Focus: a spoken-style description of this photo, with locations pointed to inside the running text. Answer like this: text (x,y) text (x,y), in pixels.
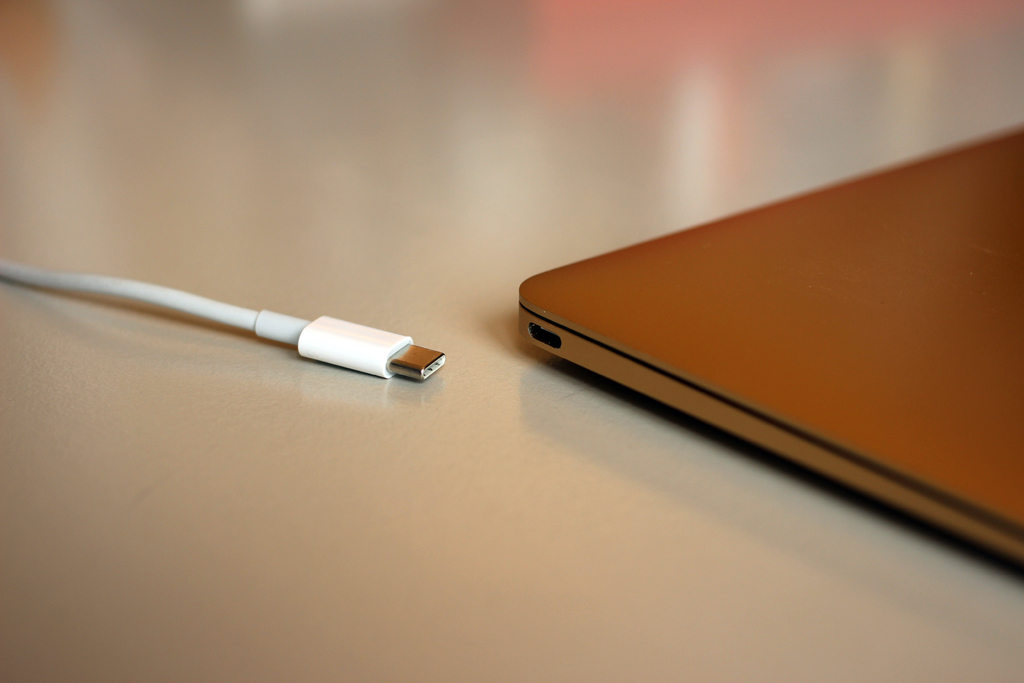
In this image I can see an electronic device (717,373) and a cable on the table (340,432).
